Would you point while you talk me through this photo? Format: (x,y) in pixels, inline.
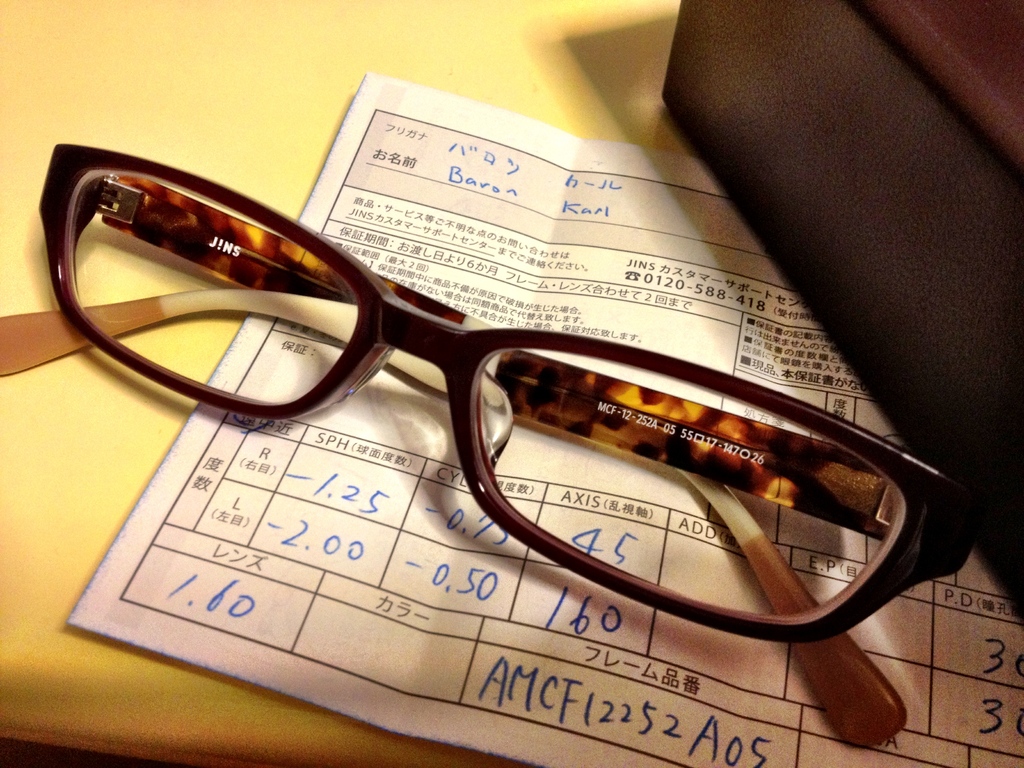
This image consists of specs (554,558) are kept on a paper (444,505). The paper (163,552) is on the table (62,618). On the right (965,266), we can see a box (891,286) in black color.
